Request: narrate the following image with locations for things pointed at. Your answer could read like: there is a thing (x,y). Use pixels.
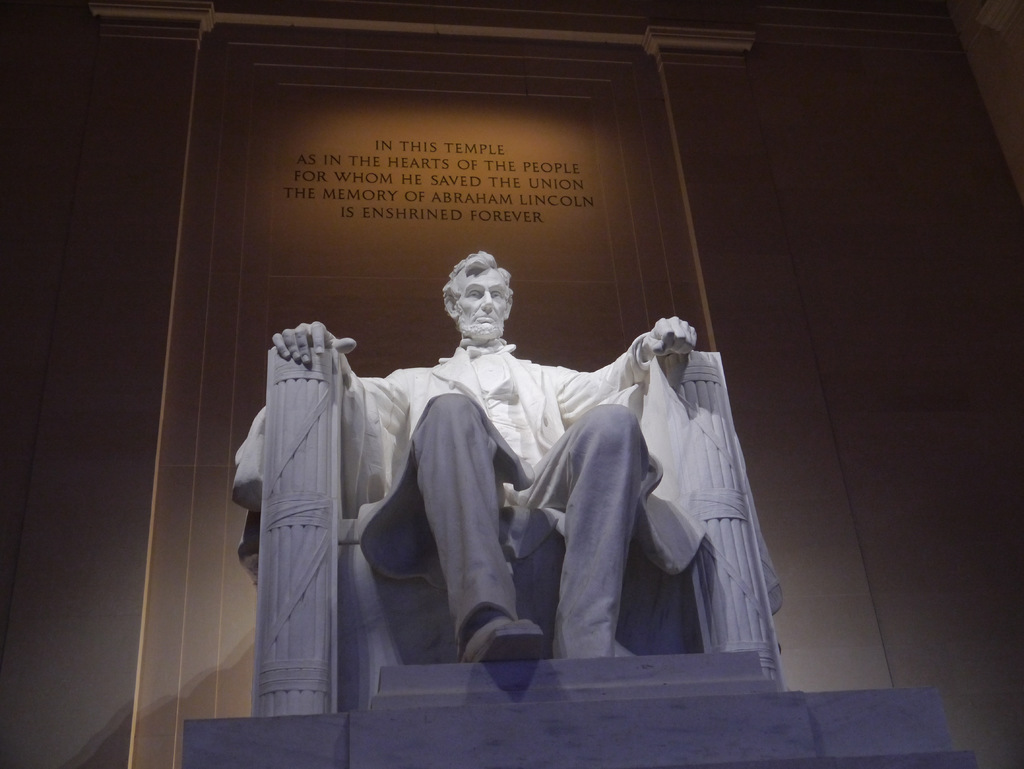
Here I can see a statue (473,493) of a man (477,370). In the background (586,155) there is a wall (423,190) on which I can see some text (378,186).
